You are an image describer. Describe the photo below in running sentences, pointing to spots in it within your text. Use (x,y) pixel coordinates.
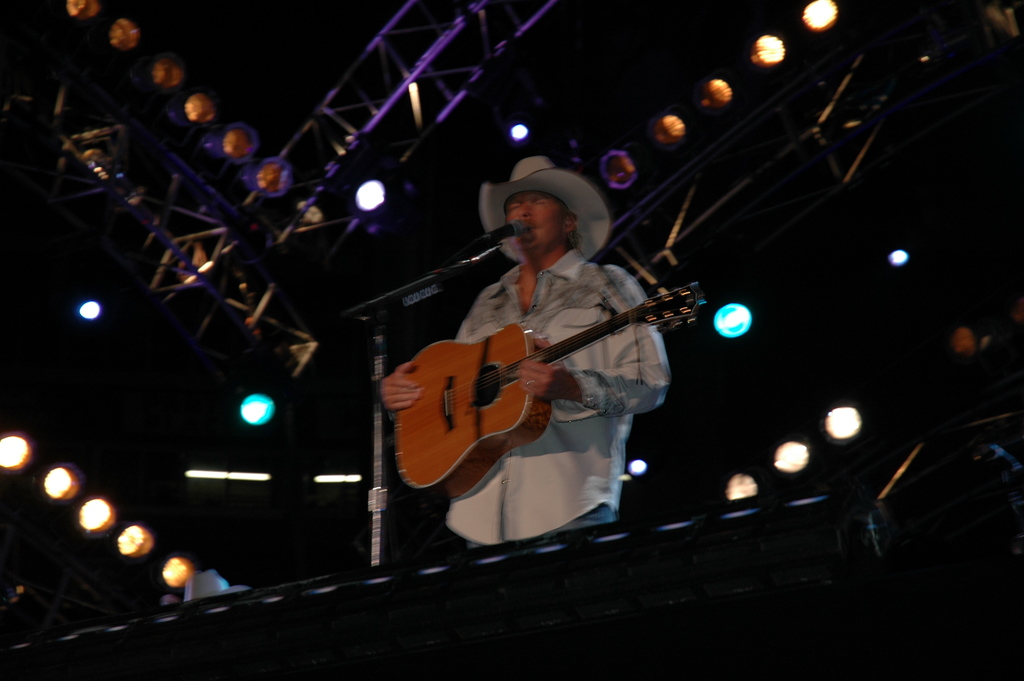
As we can see in the image there are lights (362,188), a man (580,433) holding guitar (437,409) and in front of him there is a mic (490,244).
